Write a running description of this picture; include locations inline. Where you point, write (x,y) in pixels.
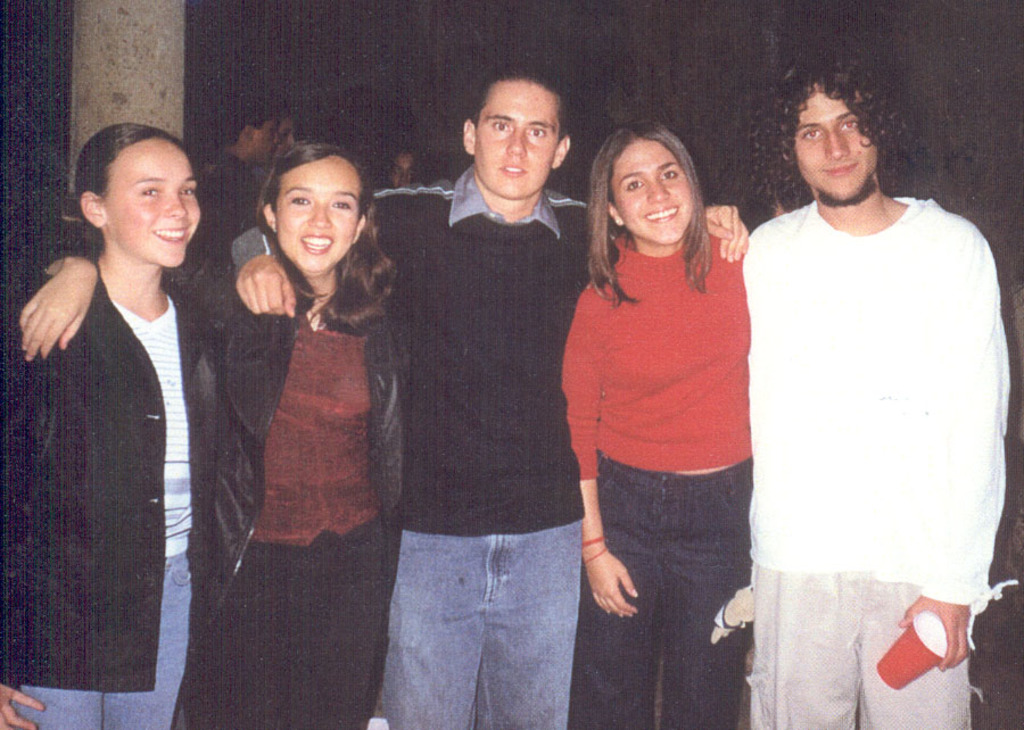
In this image we can see a group of people (488,439) in the image. There is a pillar (128,49) behind a person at the left side of the person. A man (828,694) is holding a glass (904,653) at the right side of the image (884,646). Five people (253,727) are standing in a group.
